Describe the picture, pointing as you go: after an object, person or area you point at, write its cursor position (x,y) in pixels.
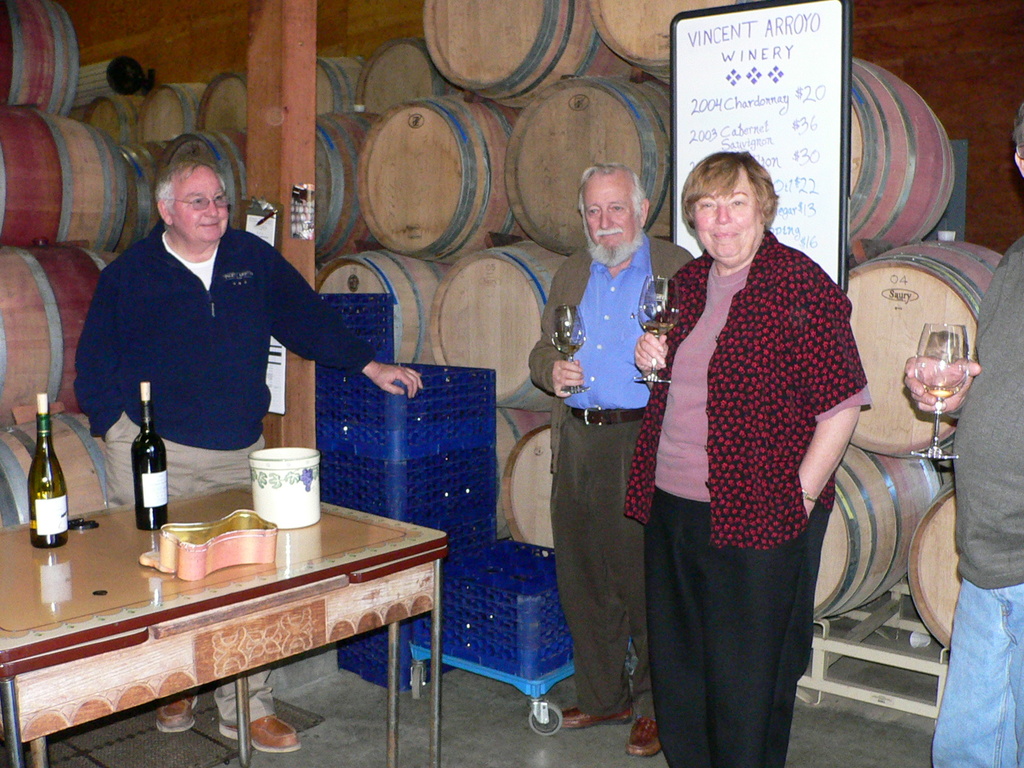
In this image I can see people (540,363) are standing among them these people (712,376) are holding glasses (576,337) in their hands (930,402). Here I can see table (115,603) which has bottles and some other objects (230,559) on it. In the background (368,112) I can see barrels (424,135), a board (782,177) which has something written on it and other objects (477,520) on the floor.
